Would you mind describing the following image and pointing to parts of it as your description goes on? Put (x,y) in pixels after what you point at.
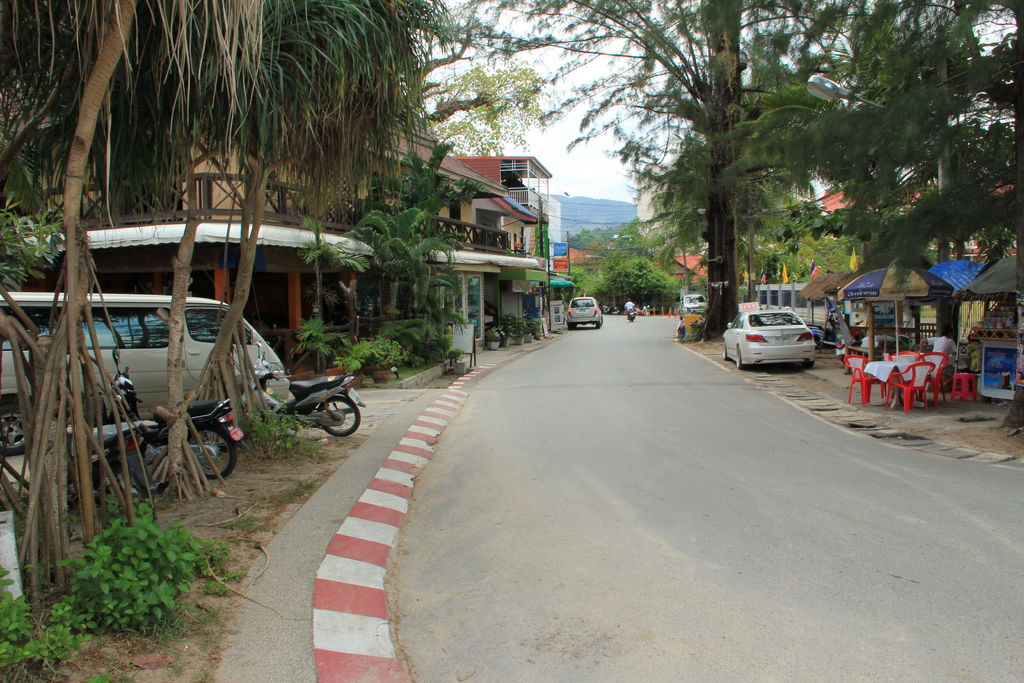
In this image I can see at the bottom (676,472) it is the road (516,394). On the left side (163,351) few vehicles (135,385) are parked, on the right side (933,357) there are chairs (941,357) under umbrellas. In the middle (449,242) there are trees (735,292) and buildings (467,241), at the top (564,133) it is the sky (608,150).
